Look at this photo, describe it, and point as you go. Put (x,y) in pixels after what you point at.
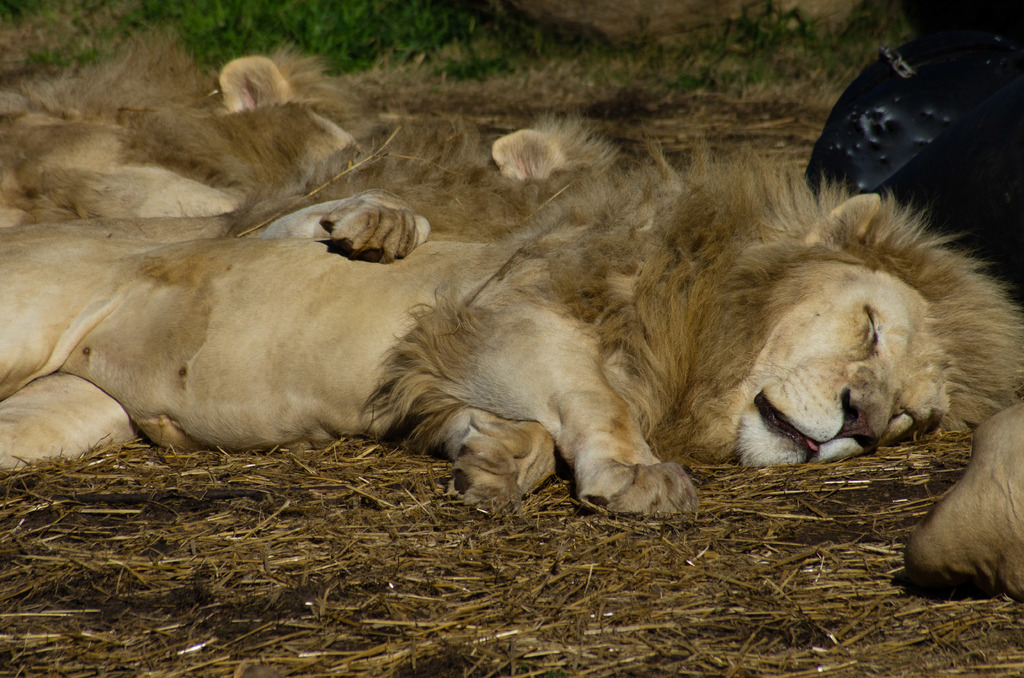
In the picture there are lions (630,286) sleeping. In the foreground (440,507) there is dry grass (289,502). In the background (428,43) there is grass (490,29). On the right (942,75) there is a black color object (936,161).
